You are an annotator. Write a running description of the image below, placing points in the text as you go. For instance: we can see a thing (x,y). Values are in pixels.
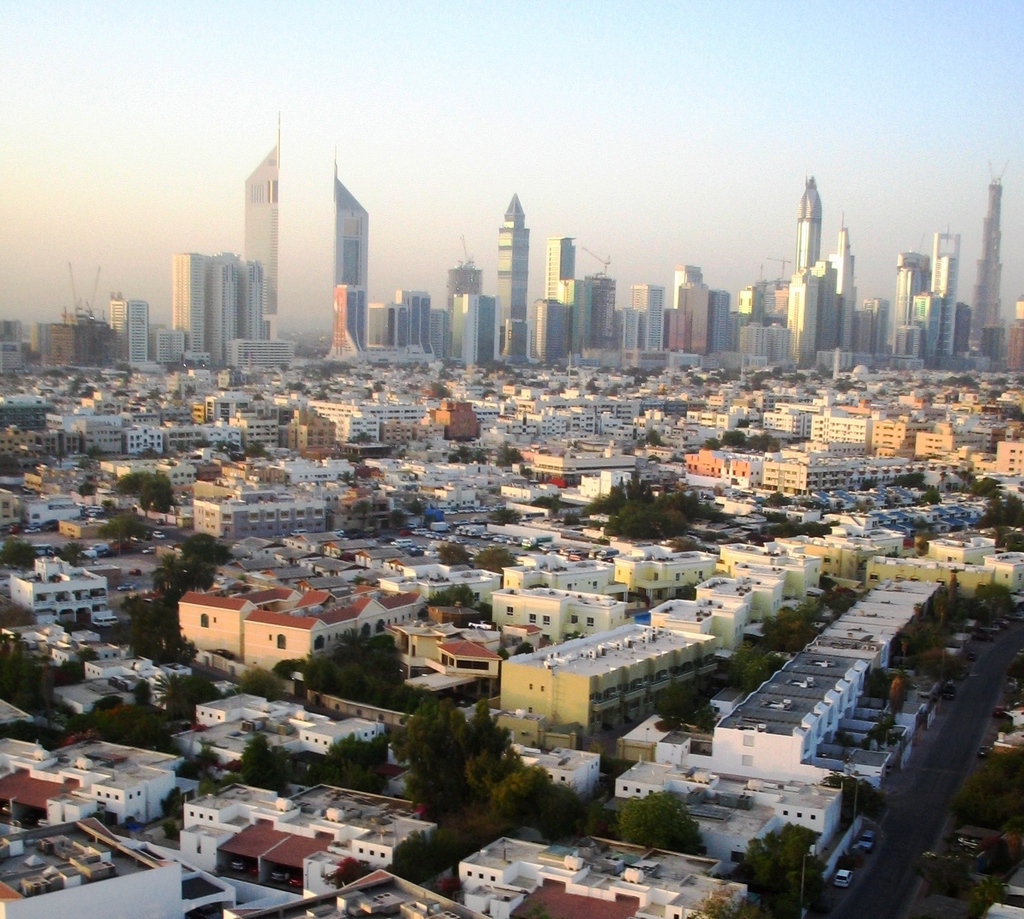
In this image we can see buildings (809,687), trees (793,869), road (895,858). At the top of the image (517,98) there is sky (408,123).
